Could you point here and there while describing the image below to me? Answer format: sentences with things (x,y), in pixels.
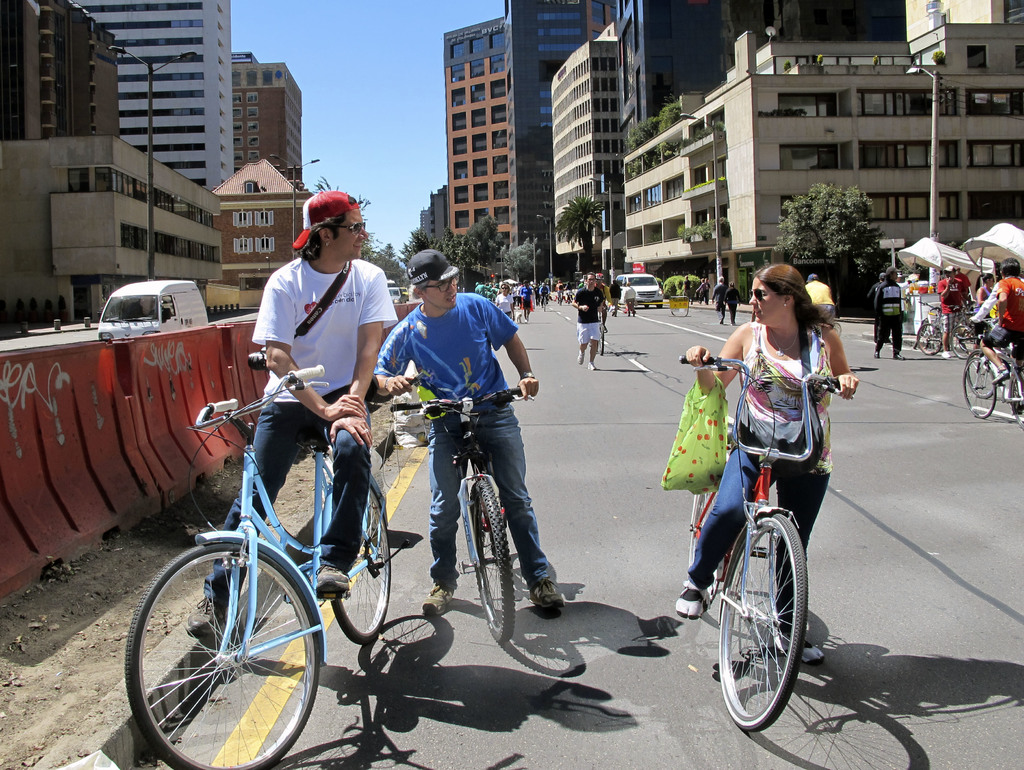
Here we can see 3 people (389,309) are on the bicycle (484,481) on the road (585,502), and at side here is the barricade (113,440), and here are the buildings (615,240), and here are the vehicles (141,298) travelling on the road (679,523), and here are the trees (578,197), and at above here is the sky (350,151).
